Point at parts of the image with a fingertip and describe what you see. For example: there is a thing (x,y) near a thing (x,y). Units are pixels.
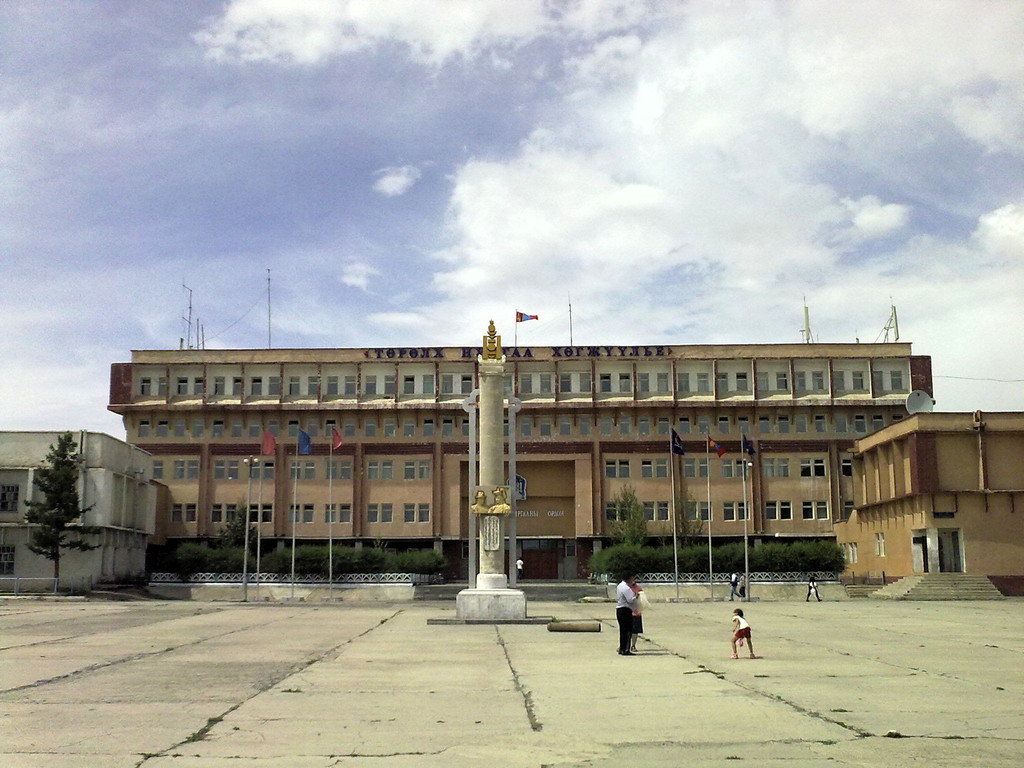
In this image we can see there is a big building (780,498) with flag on the top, in front of that there is a tower (495,593) and people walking on the ground (634,657).
